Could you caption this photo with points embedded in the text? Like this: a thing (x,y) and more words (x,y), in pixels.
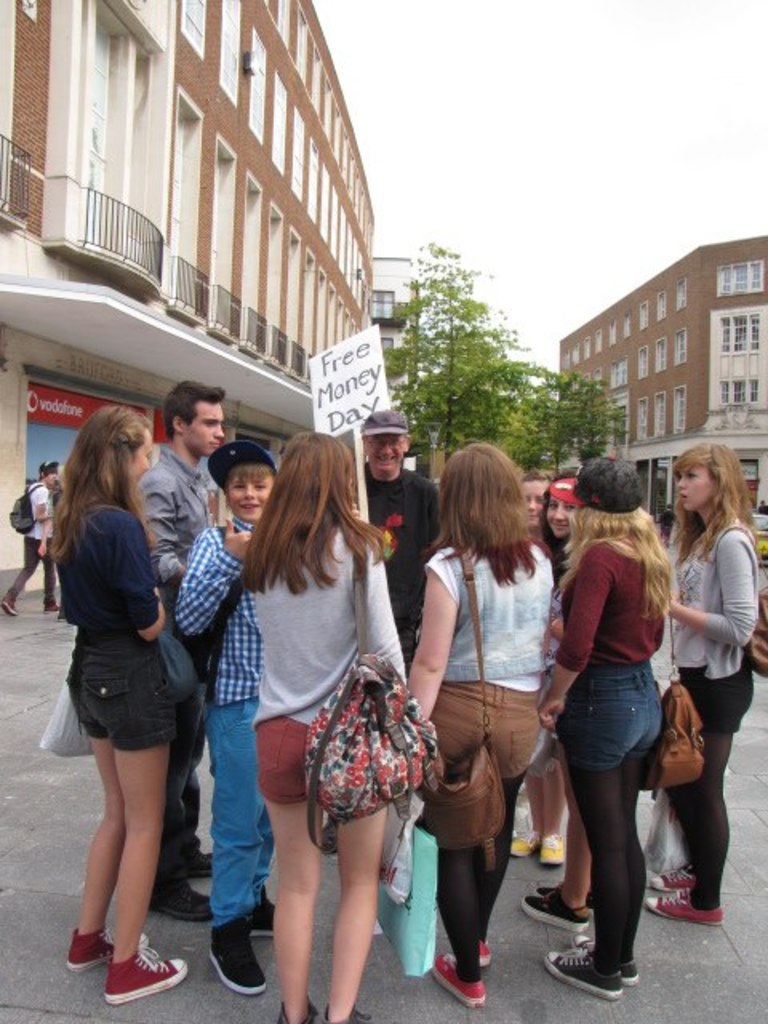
In this picture I can see few people (423,614) are standing and few people (374,607) wearing bags (432,733) and a man (394,452) holding a placard (343,379) with some text (355,368) and I can see a human (43,553) wearing a backpack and walking. I can see buildings (258,273), trees (448,376) and a board (51,407) with some text (51,407) and I can see cloudy sky (571,60) and looks like a car (762,527) in the back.
